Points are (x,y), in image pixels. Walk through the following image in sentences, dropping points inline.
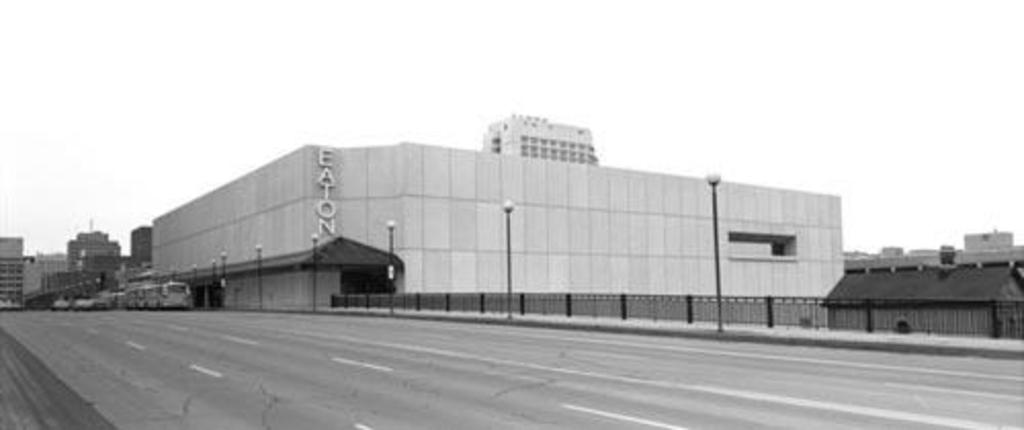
In this picture we can see few vehicles (172,306) on the road (228,363), beside to the vehicles (184,294) we can find fence (386,306), poles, lights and buildings (282,217).
